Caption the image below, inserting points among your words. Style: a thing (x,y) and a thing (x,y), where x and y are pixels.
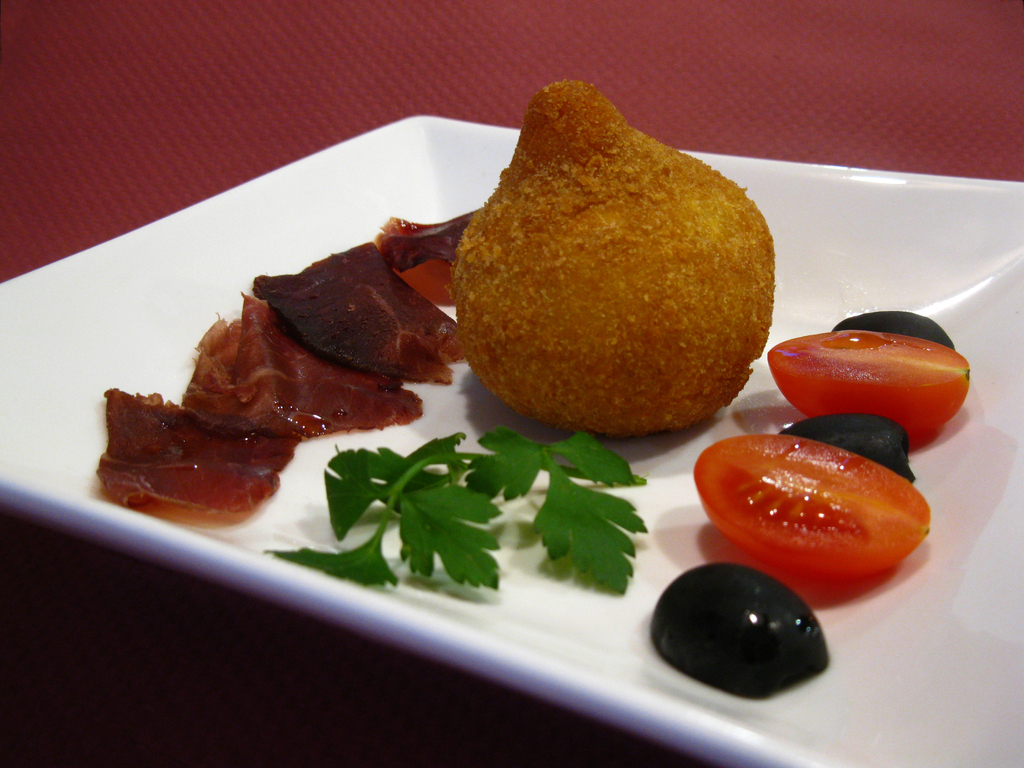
In this picture I can see a white color plate (7,332) in front (920,261) and I can see few coriander leaves (485,496), 2 tomato pieces (764,480) and other food items (463,297). I see that this plate (87,261) is on the red color thing (71,94).
